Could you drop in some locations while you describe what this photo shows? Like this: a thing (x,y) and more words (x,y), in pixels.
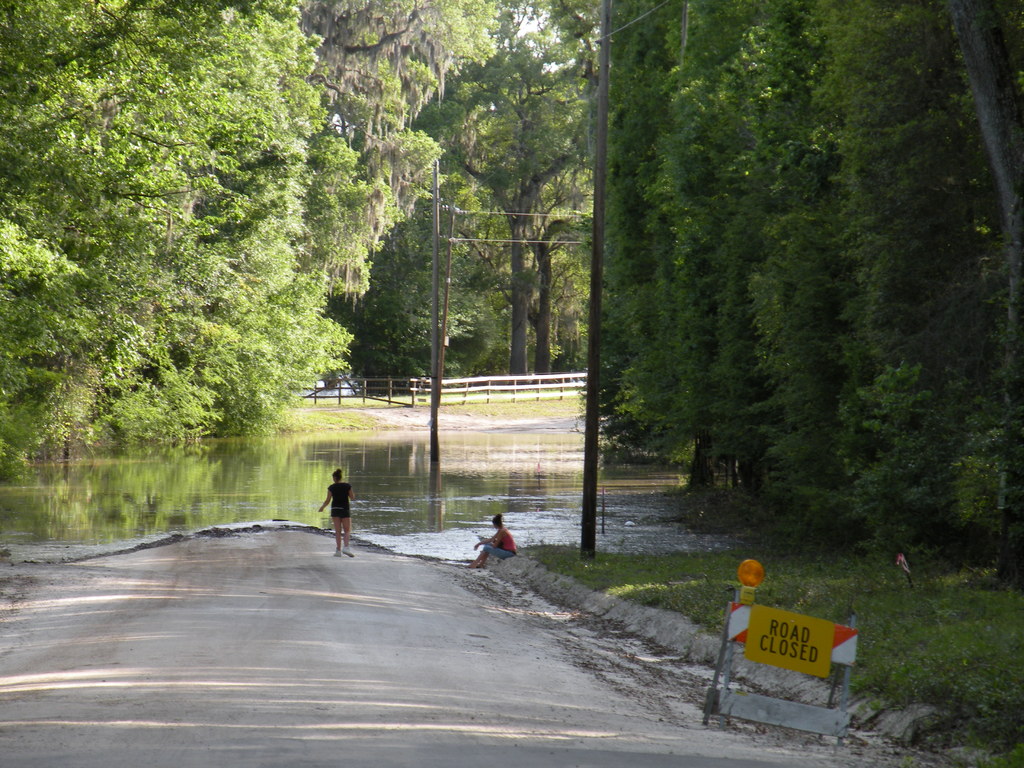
In this image we can see two persons (340,523), among them one person (341,556) is standing on the road (311,543) and the other person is sitting, there are some trees (99,199), poles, water (310,496), fence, wires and a board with some text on it.
